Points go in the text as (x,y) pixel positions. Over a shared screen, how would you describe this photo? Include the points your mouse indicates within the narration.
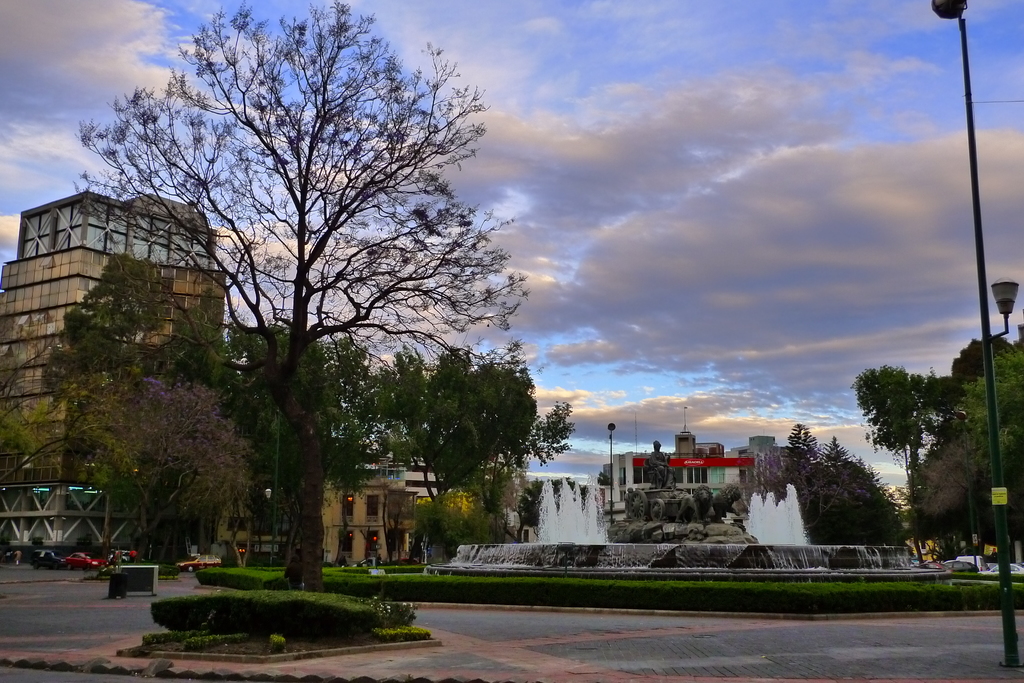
In this image, we can see so many trees (311,531), water fountain (659,527), statue (689,500), poles (1001,568) with lights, houses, buildings (80,530). Vehicles (204,564) are on the road (30,573). At the bottom (377,627), we can see few plants (390,628), platform (794,671). Top of the image (752,205), there is a cloudy sky (693,242).
